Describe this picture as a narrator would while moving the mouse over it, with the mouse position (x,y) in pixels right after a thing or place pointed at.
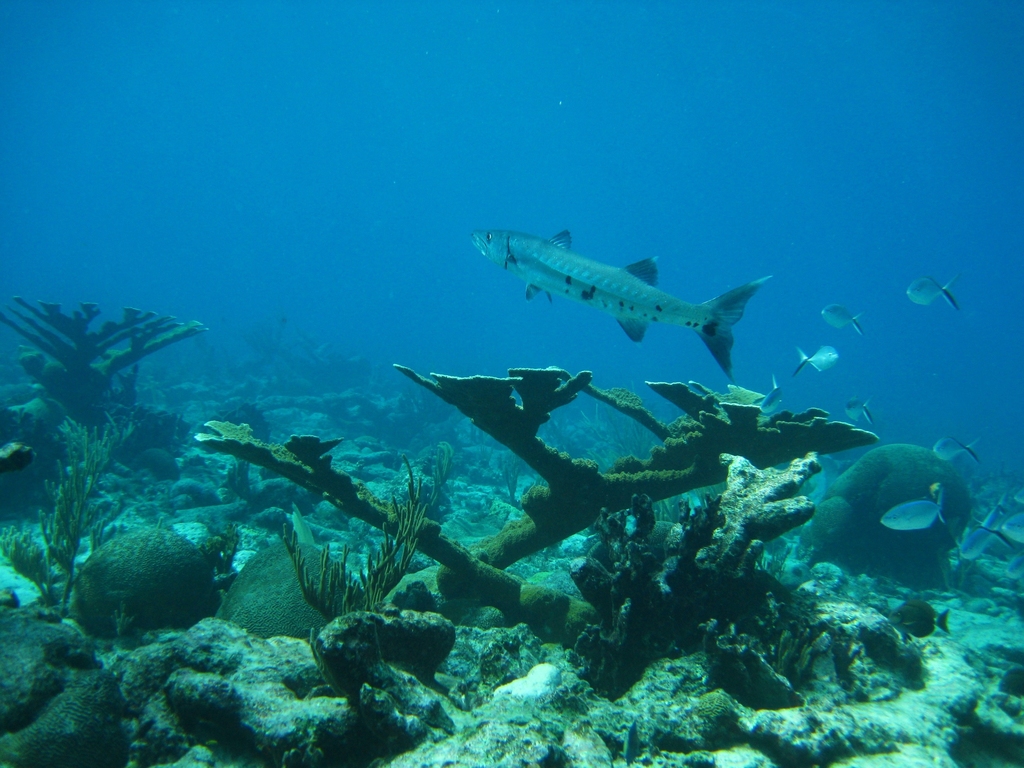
In this image we can see fish (601,290) in the water (835,369) and there are plants (608,482). We can see rocks (269,674).
